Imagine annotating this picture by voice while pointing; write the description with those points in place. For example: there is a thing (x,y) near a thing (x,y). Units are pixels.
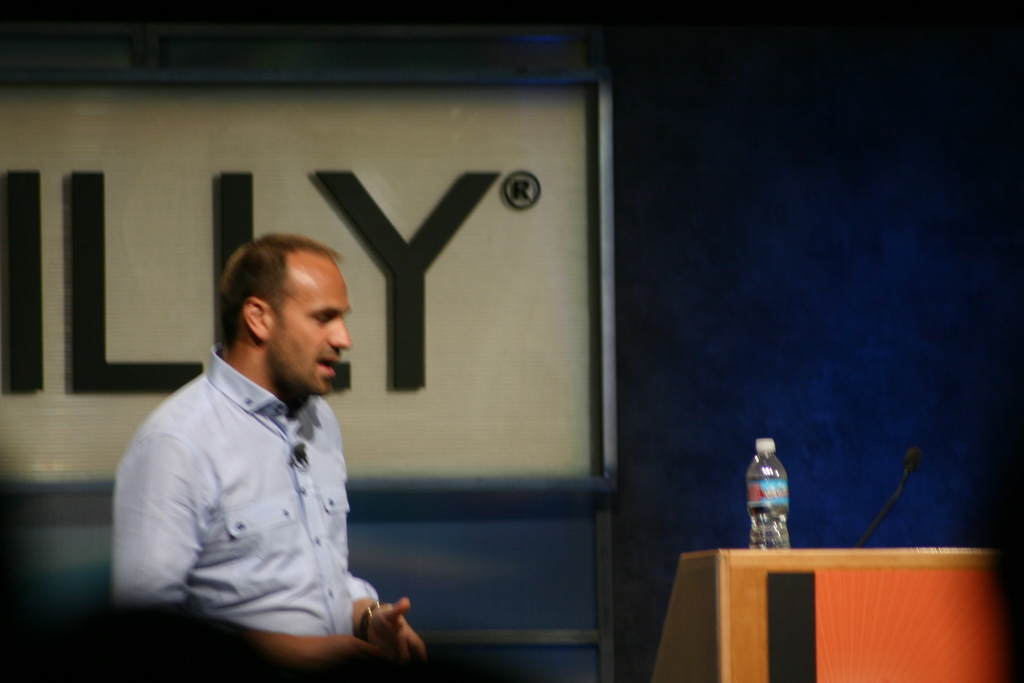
In this picture I can see a man (345,547) standing and I can see a water bottle (758,522) and a microphone (885,516) on the podium (758,558) and a board (517,281) in the background (47,185) with some text (96,176).
